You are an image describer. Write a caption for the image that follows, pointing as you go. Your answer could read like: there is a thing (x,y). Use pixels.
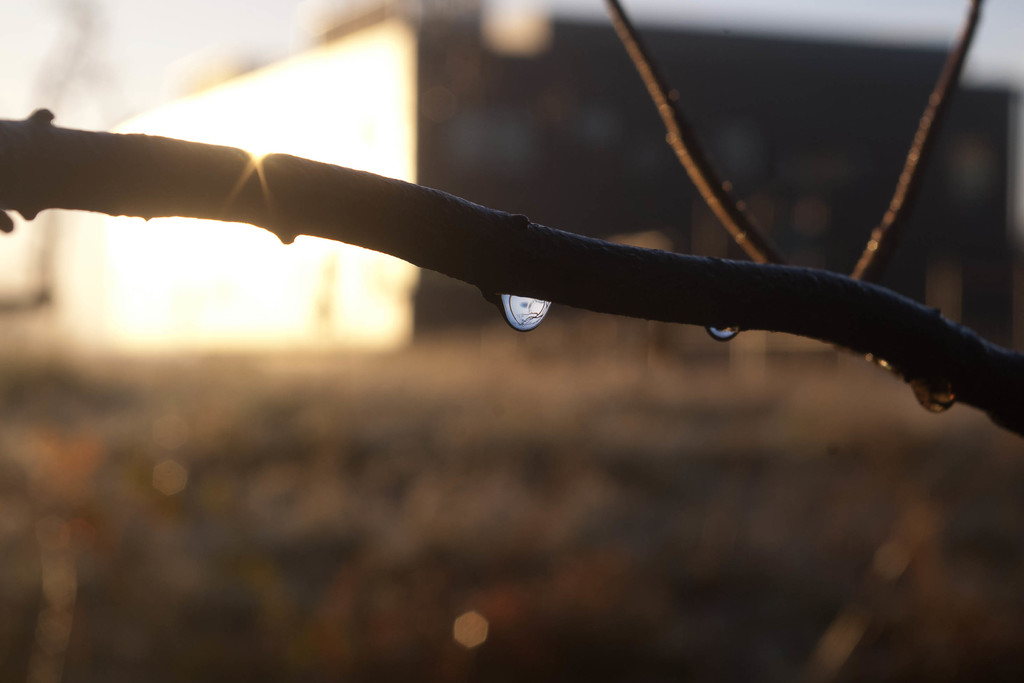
In this image in front (931,383) there are water drops (942,396) on the branch (680,269) of a tree (999,384). In the background of the image (604,116) there is a building (505,134).
